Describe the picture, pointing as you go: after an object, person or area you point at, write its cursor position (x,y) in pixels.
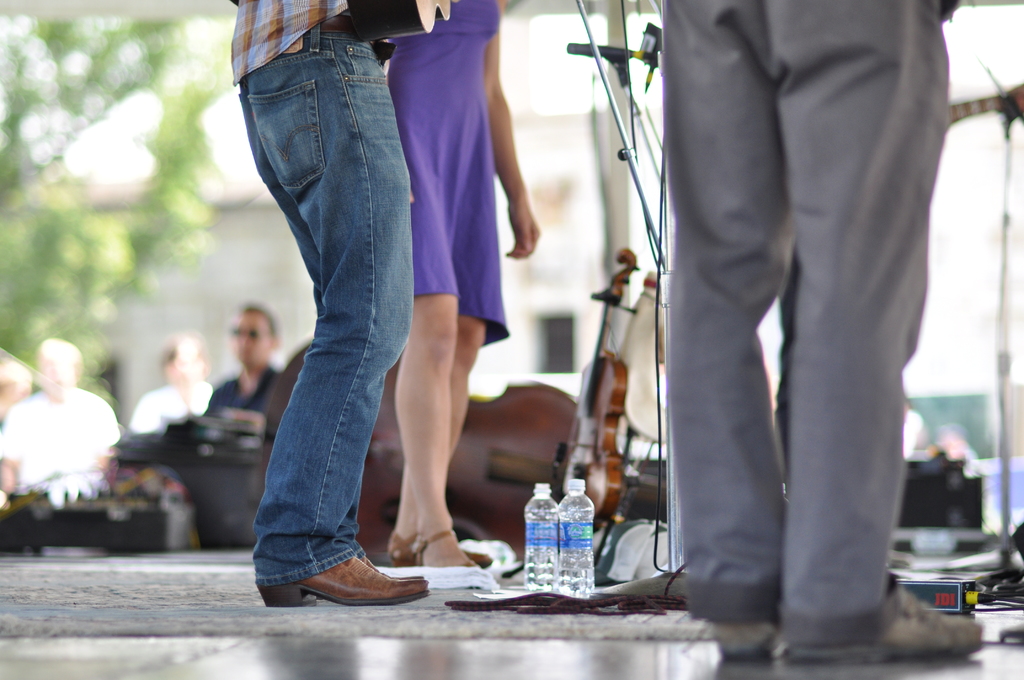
In this picture in the middle (343,236) they are some people (820,343) standing on the floor (385,667).
